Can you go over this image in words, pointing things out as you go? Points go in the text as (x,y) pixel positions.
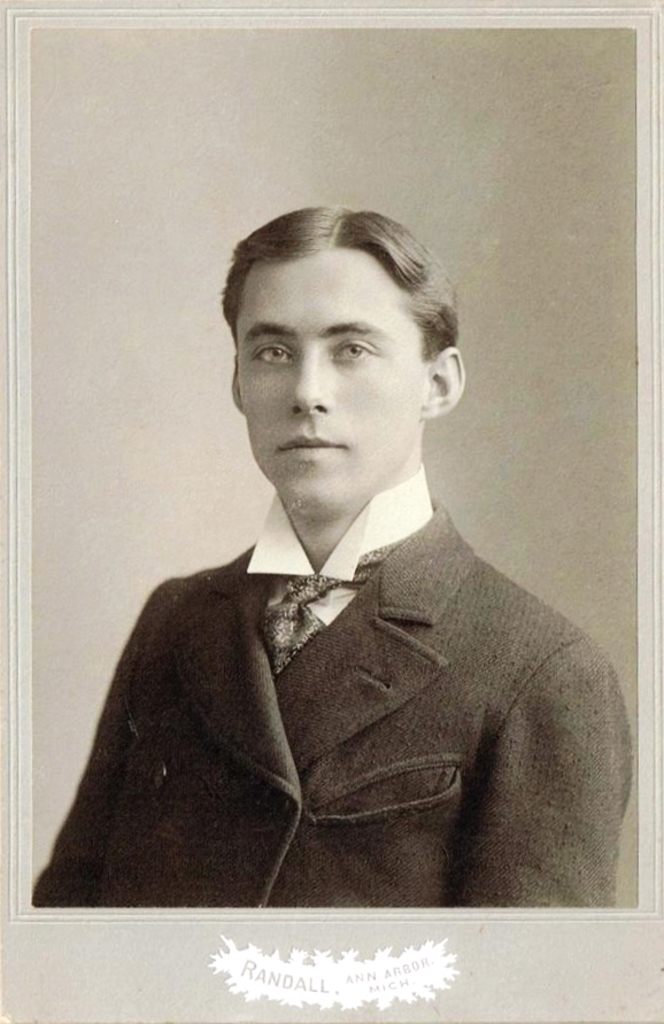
In this image I can see the person (375,283) and the image is in black and white.
